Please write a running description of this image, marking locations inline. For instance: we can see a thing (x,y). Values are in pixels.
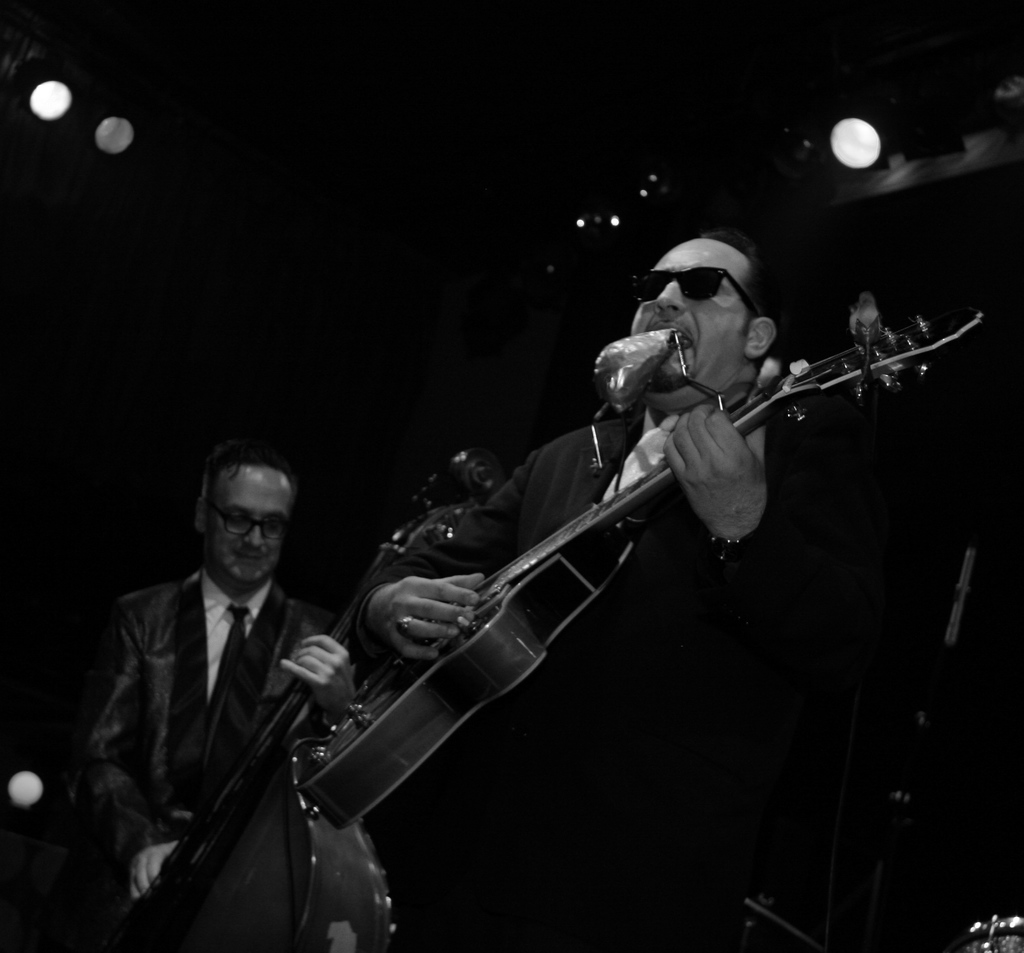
This is a picture of a two persons (605,435), the man (710,424) is holding the guitar (471,647) and singing the song and the other man (201,788) is holding the upright bass (286,710) and the background of this two people (274,678) is a black color and the lights (835,149).
